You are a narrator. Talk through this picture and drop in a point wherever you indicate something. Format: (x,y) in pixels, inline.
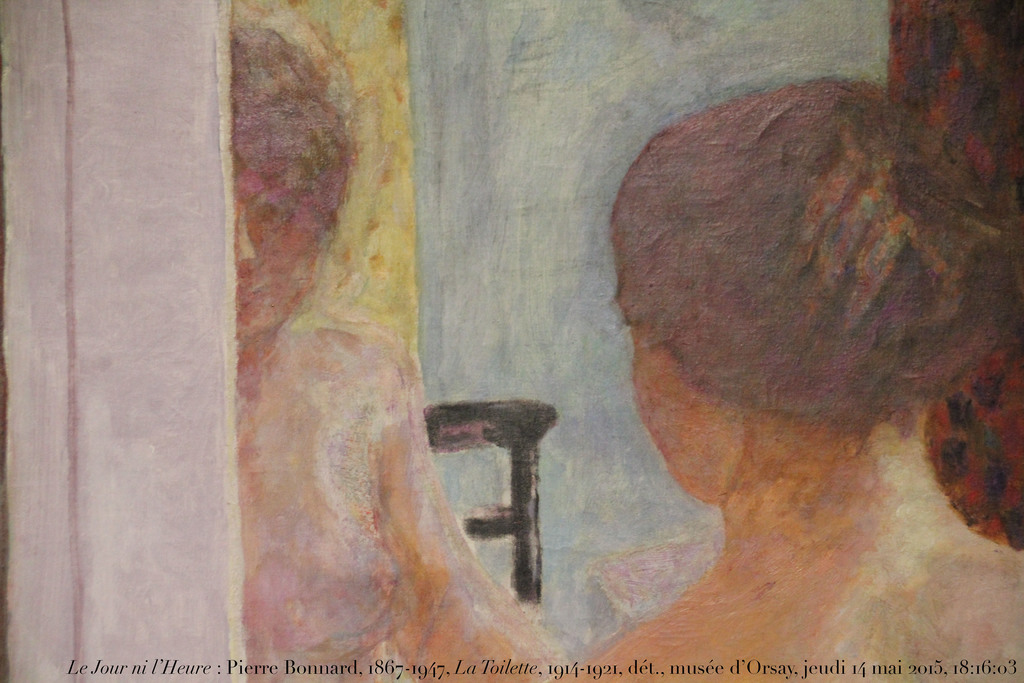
This is a picture of a painting (593,376) of a person (729,390), and there is a watermark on the image.
